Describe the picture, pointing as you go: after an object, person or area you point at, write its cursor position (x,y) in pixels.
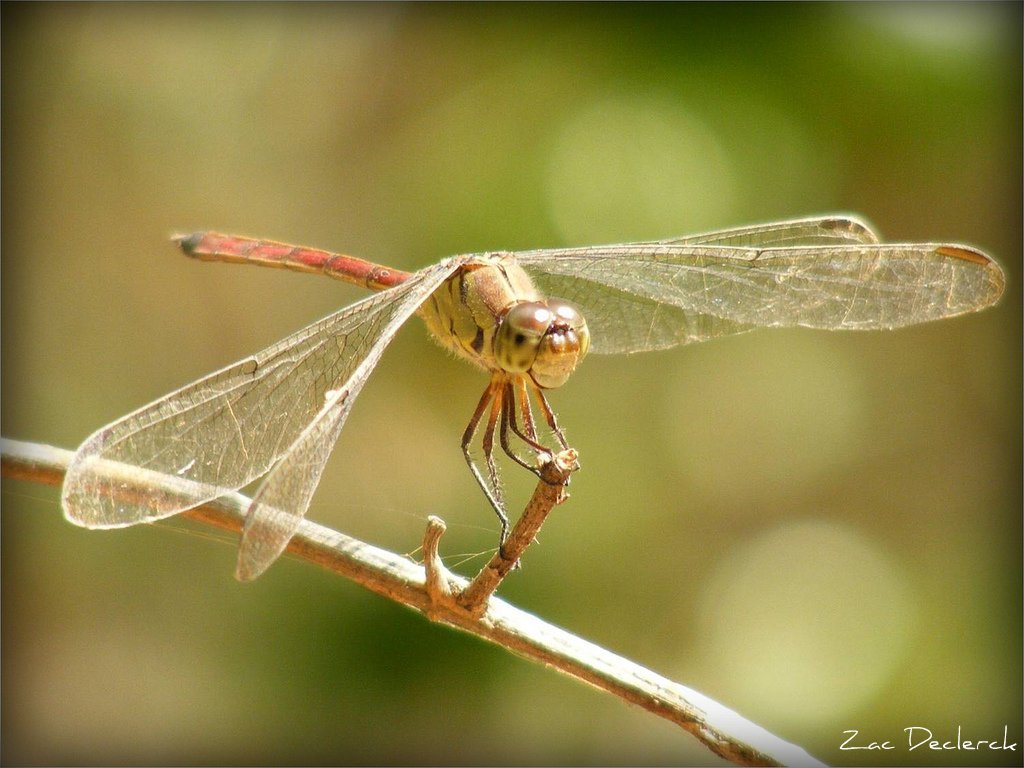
In this image there is a insect (492,348) on the stem (489,601). This insect (486,318) is having wings (330,331). Background (116,726) is blurry.
